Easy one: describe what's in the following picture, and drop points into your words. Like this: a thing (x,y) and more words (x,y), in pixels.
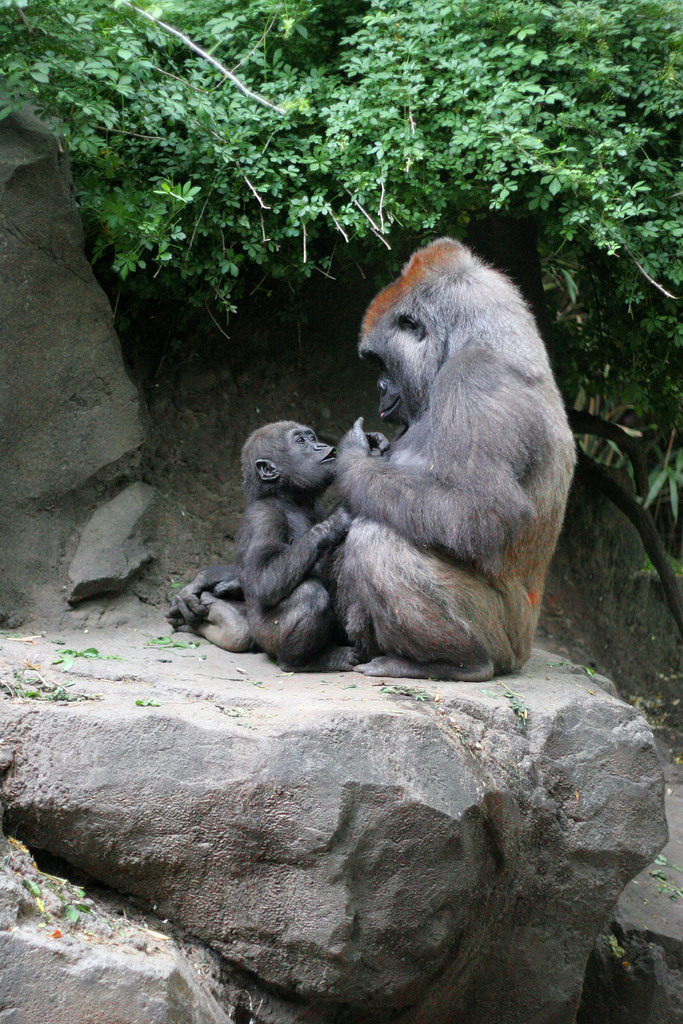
In this image I can see two monkeys (377,553) in black color sitting on the rock (337,690). Background (446,142) I can see trees (403,160) in green color.
